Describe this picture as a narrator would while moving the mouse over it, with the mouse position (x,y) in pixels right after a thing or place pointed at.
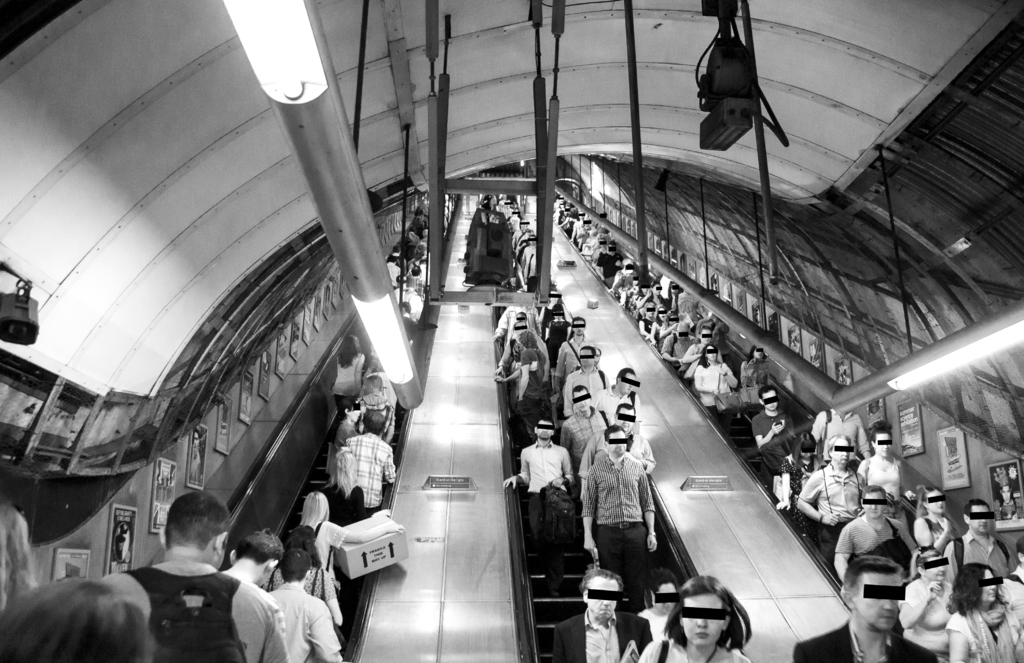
This picture is a black and white image. In this image we can see the Subway (426,386) with Escalators (740,412), some people (356,460) are standing on the escalators (576,367), few people (27,622) are walking, some people (708,342) are wearing bags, some people (588,239) are holding objects (396,545), some frames (1009,478) with text (123,511) and images (392,224) attached to the escalator walls (256,369), few objects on the escalator (456,501), a few lights (388,327) and some objects (302,108) attached to the ceiling (625,134). One object (34,317) on the left side of the image (19,294).
